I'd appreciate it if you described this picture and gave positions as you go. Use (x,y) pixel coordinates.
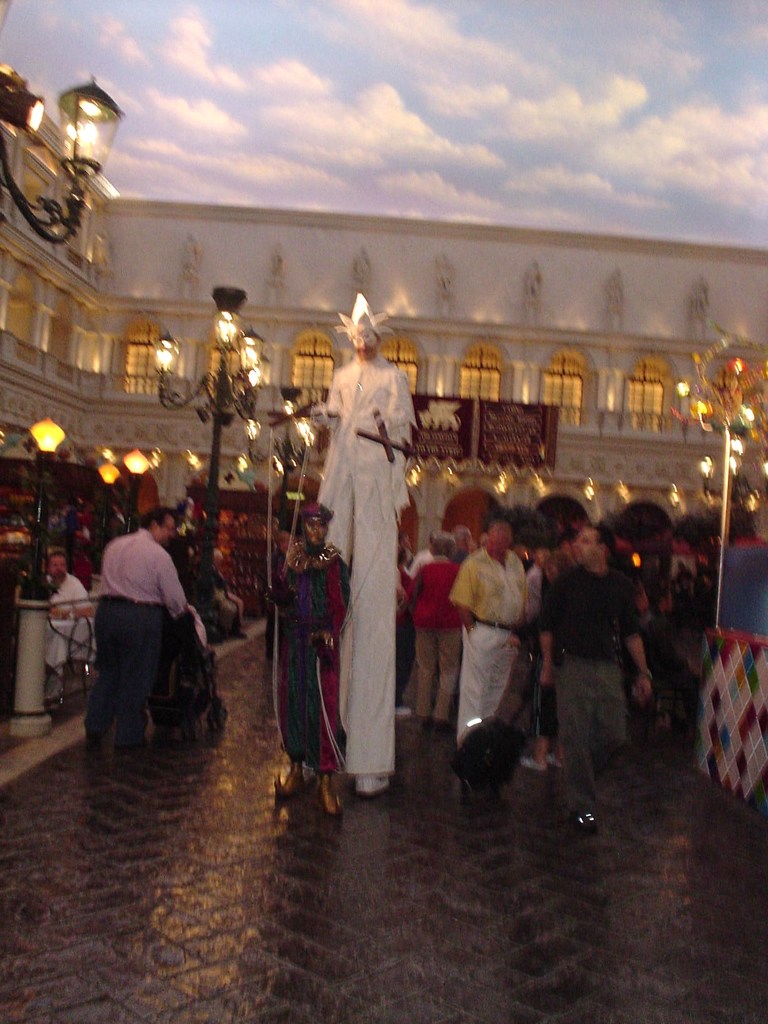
In this image I can see group of people (228,600) standing. The person (326,482) standing in front (356,456) wearing white dress (373,451), at left (253,361) and right I can see few light poles (284,447), at back (310,251) I can see building (283,287) in white color, at top (363,49) sky (361,35) is in white and blue color.
